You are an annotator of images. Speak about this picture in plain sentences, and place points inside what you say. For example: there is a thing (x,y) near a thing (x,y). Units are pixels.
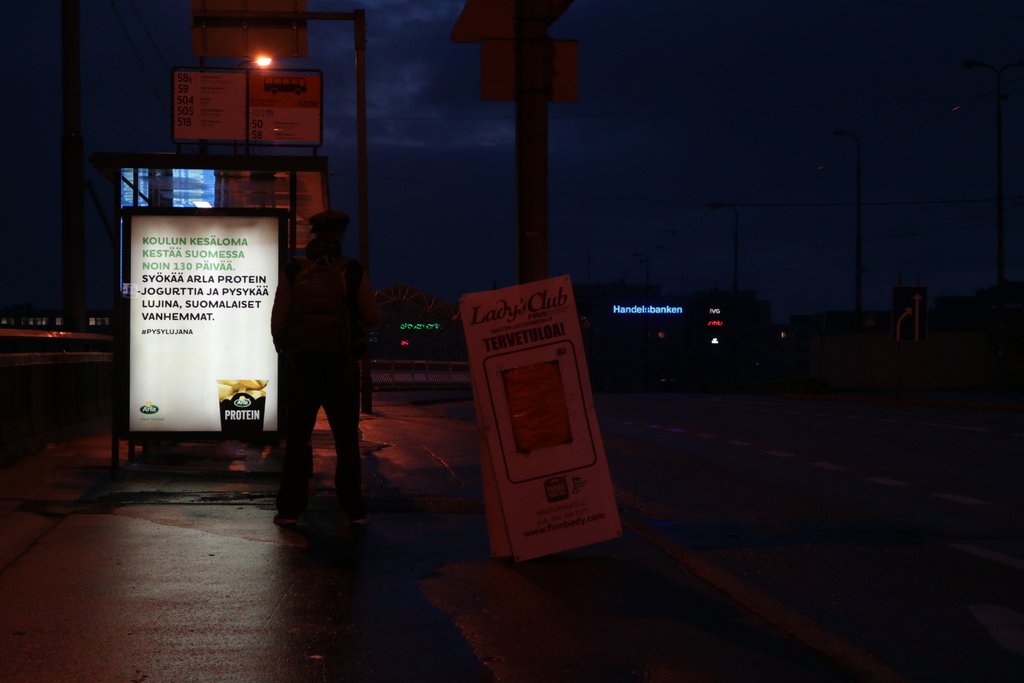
In this image, on the left side (330,248), we can see a person (370,289) standing, there are some words (174,309), we can see the road (689,460), there is some street light (735,264) and at the top (724,74) we can see the sky (751,59).
